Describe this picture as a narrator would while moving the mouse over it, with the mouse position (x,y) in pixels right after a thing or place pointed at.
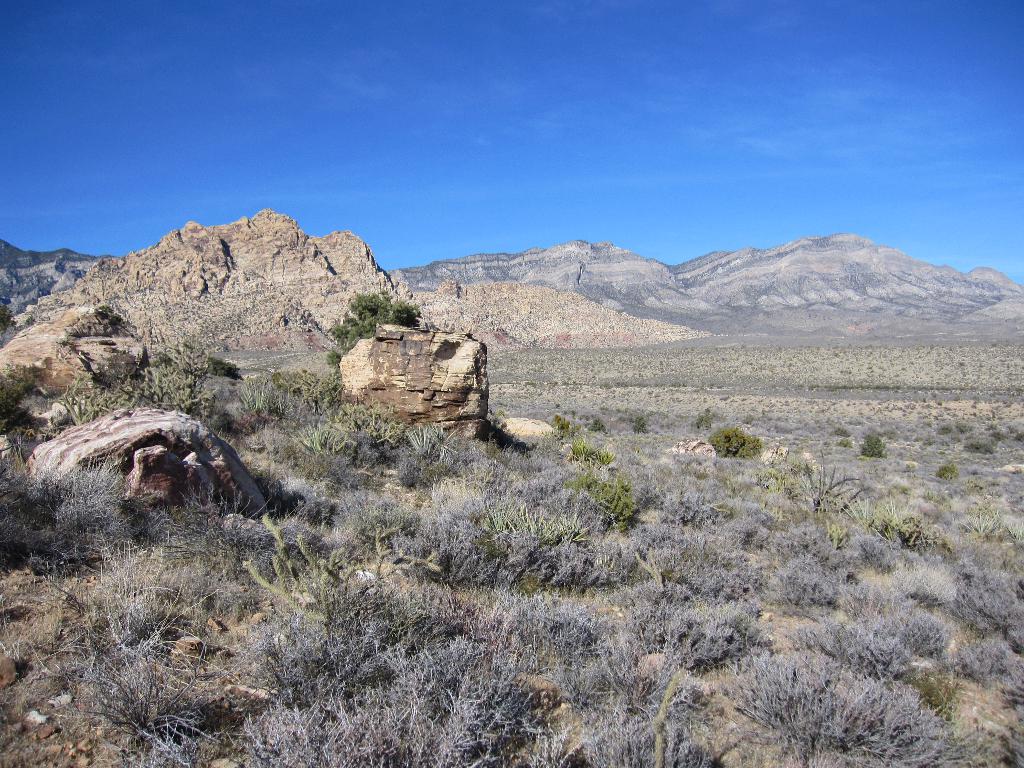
In the image we can see, mountain (724,294), grass (660,537) and a blue sky (420,113).
